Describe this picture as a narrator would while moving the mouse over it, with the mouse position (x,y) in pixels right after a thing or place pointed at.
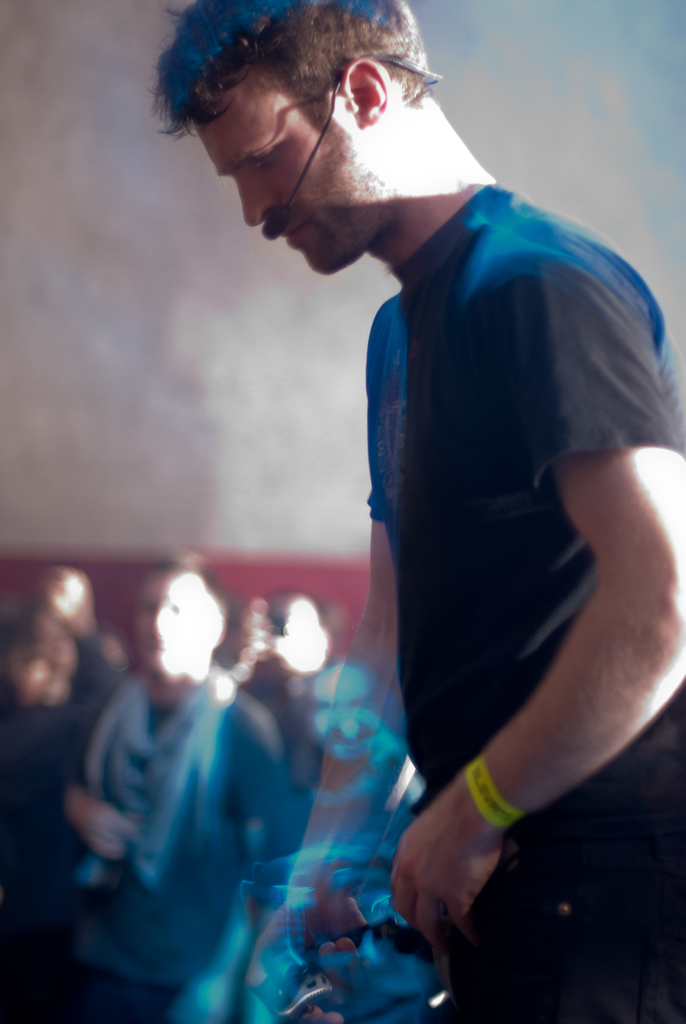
There is a man (519,806) standing. Background (9,318) we can see persons (283,861) and wall (171,229).
